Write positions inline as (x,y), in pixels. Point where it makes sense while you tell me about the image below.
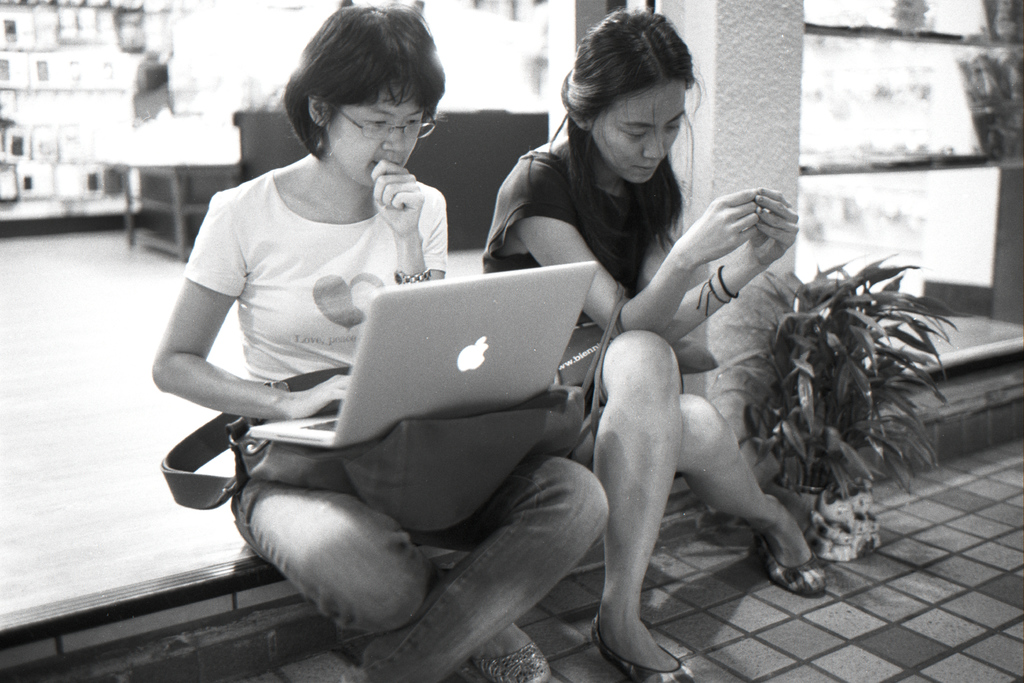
In the foreground of this black and white image, there is a woman (384,569) sitting and holding a bag (434,457) and a laptop (463,378). Beside her, there is another woman (656,272) sitting and carrying a bag (615,334). On the right (860,418), there is a plant (853,362) on the pavement (862,622). In the background (701,11), there is a pillar (677,8), table (159,176) and few objects (45,167).
